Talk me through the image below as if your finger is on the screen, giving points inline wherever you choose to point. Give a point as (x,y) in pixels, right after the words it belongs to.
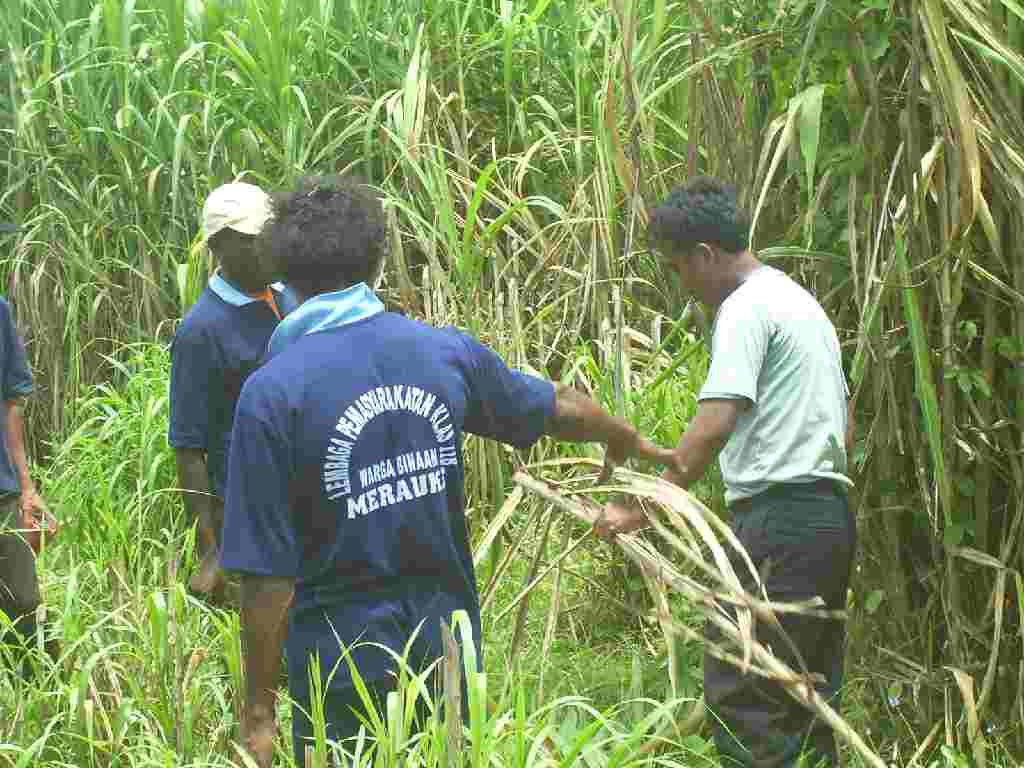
In this image we can see some people (694,449) standing in the field (565,470) and we can see there is a person (822,660) holding a plant (707,599) in his hands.
